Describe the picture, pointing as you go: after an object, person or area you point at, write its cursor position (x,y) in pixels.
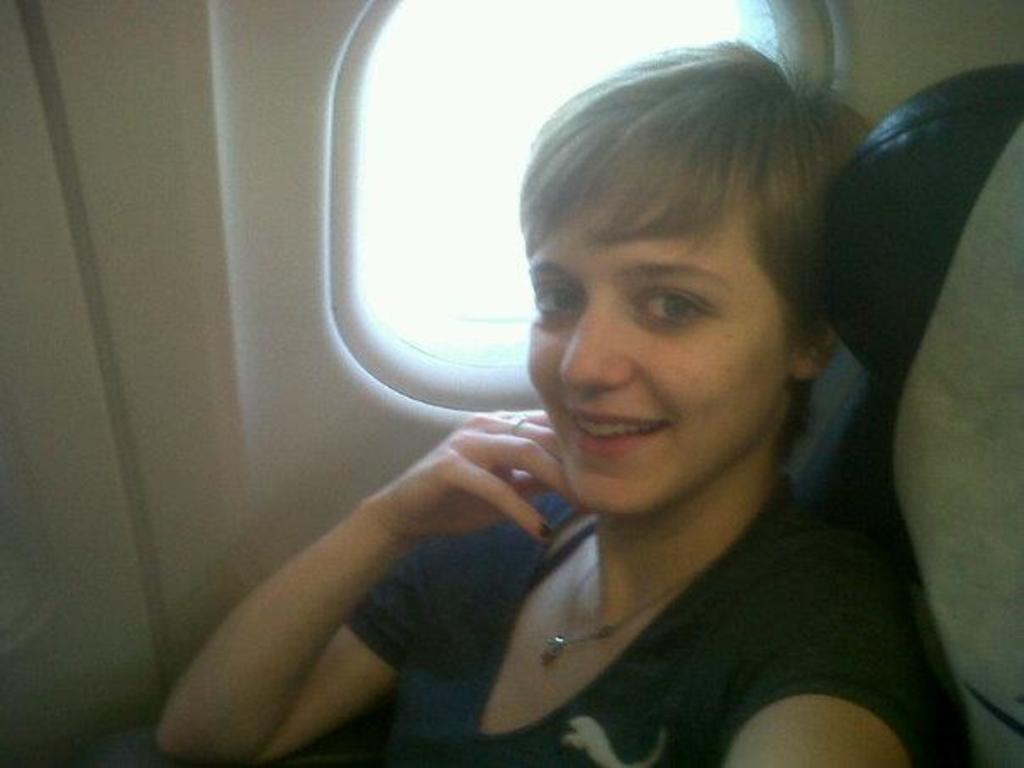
In this image I can see a woman (665,508) wearing black color dress (693,614) is sitting in aeroplane (841,517). I can see the window (461,279) of the aeroplane (427,171) in the background (406,211).
